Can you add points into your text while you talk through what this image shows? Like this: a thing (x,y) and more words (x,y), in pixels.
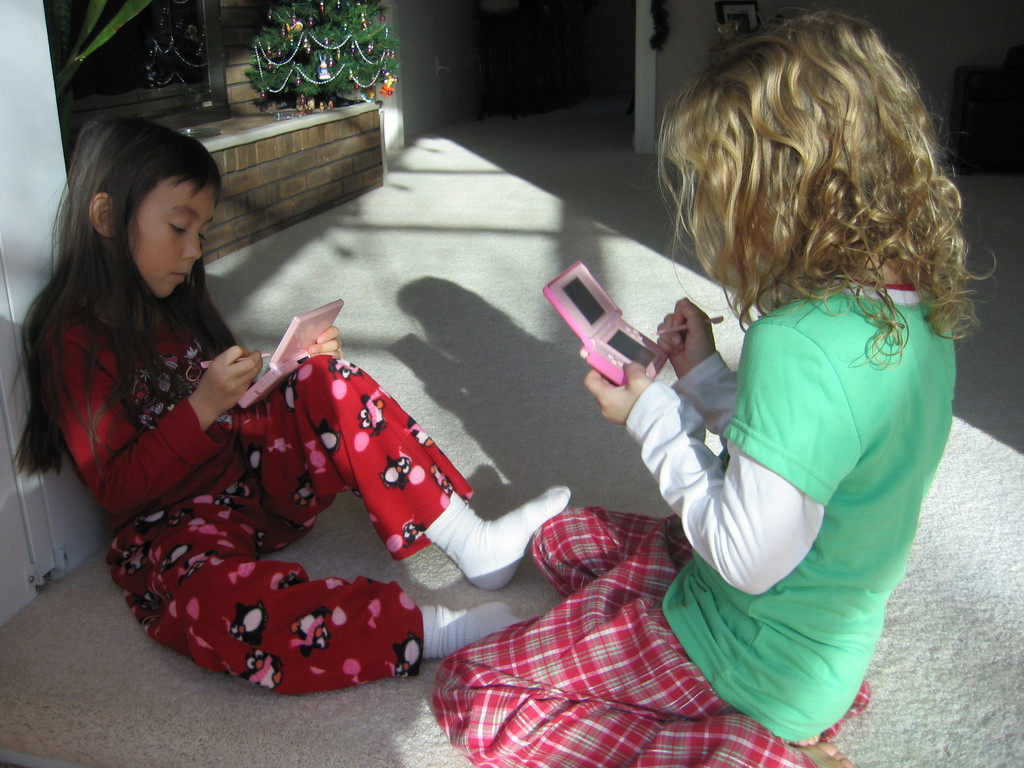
This picture is inside view of a room (252,224). We can see two girls (380,507) are sitting and holding an objects (568,324) in their hands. At the top of the image (285,138) we can mirror (192,75), christmas tree (348,55) and door (452,48), wall (667,68) are present. At the bottom of the image (289,733) floor (229,722) is there.
